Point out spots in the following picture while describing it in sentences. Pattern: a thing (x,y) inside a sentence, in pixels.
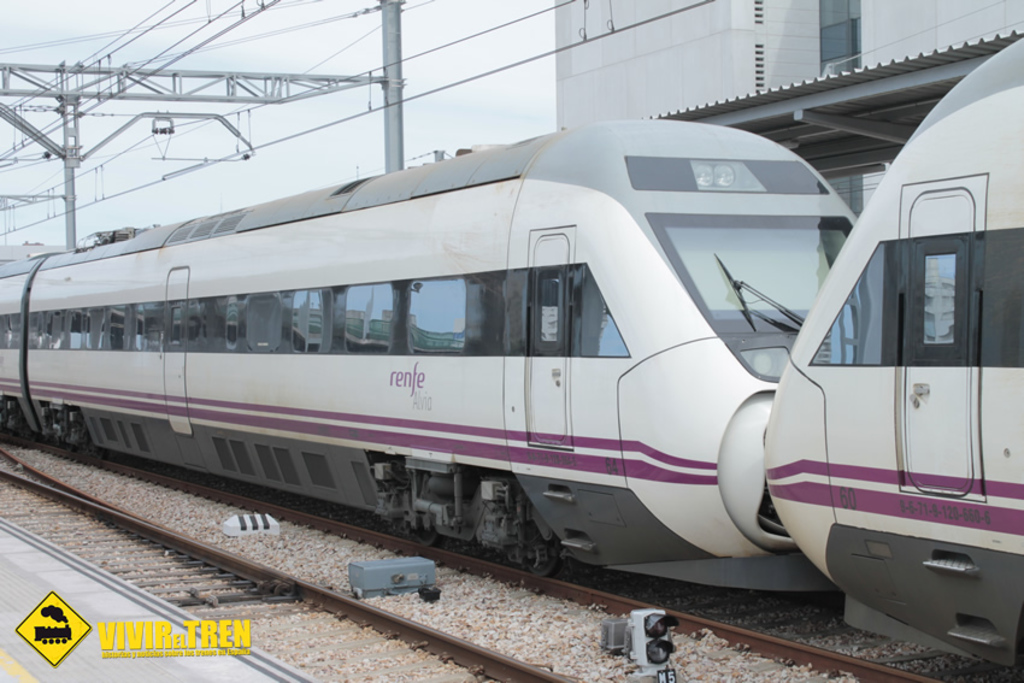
As we can see in the image there is a metro (580,382), track (48,494), current poles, building (682,56) and sky (350,100).
